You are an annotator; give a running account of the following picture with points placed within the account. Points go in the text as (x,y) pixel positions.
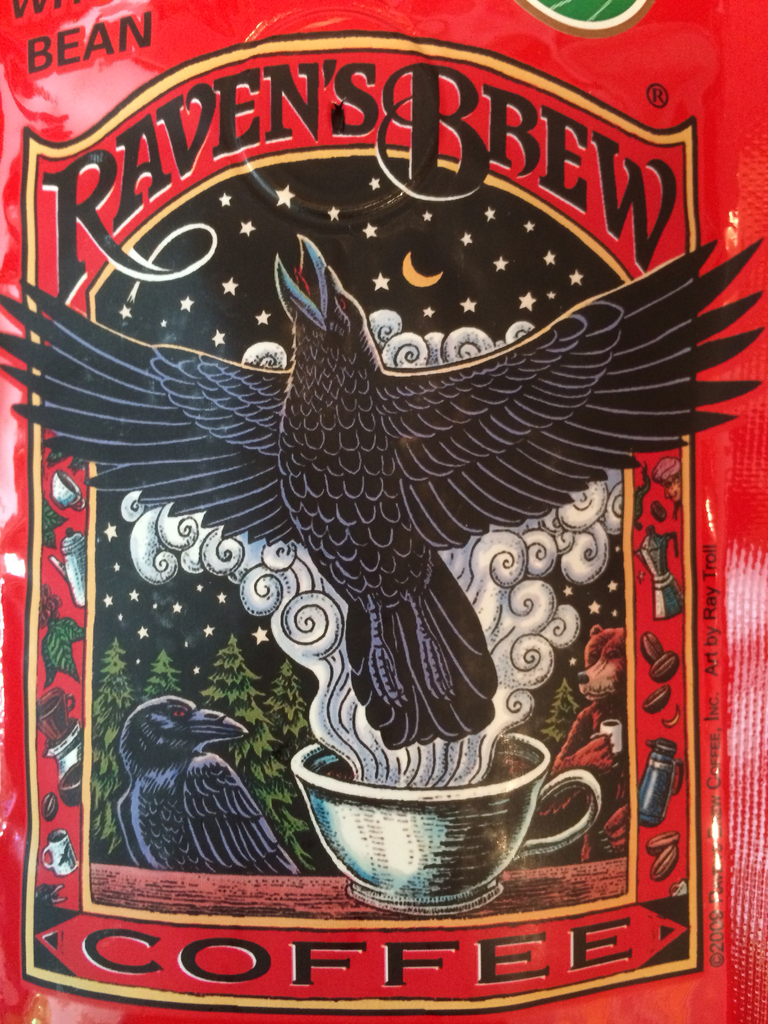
In this image we can see coffee packet (358,467).
